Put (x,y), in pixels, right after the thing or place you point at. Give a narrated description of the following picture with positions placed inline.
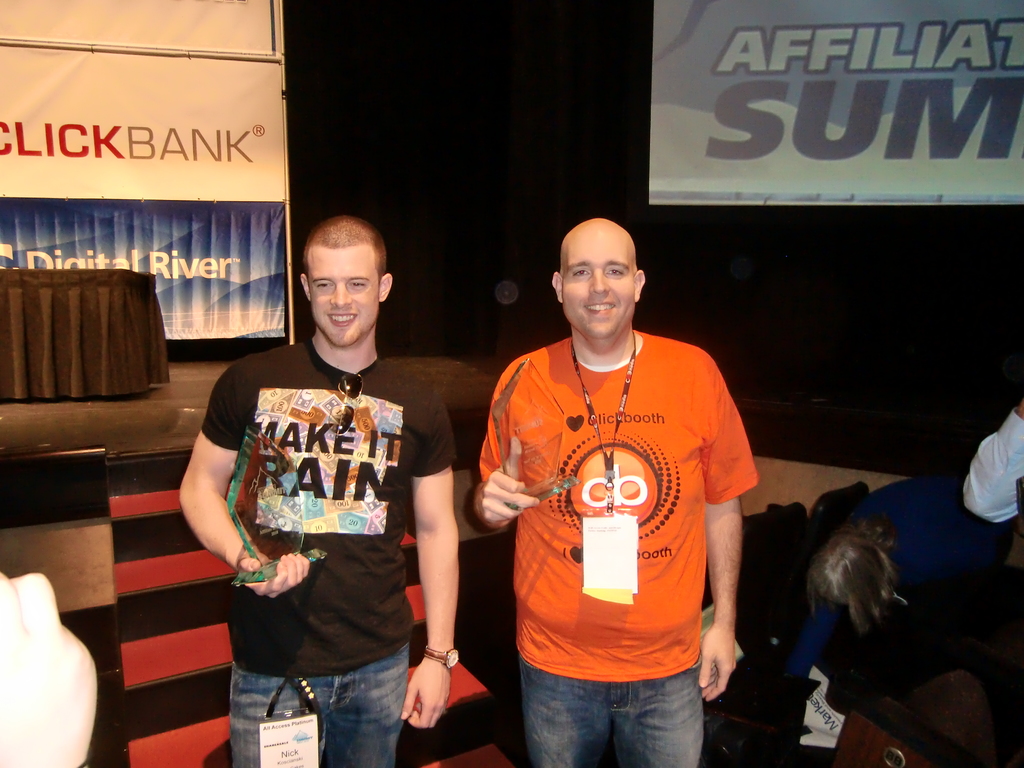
In the image we can see two men (525,588) standing, wearing clothes (549,618) and they are holding an object (293,490) in their hand (520,497) and they are smiling. The left side man (341,526) is wearing a wristwatch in hand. There are even chairs (876,728) and people (889,608) are sitting. Here we can see a stage (157,452), table (94,356) and posters (825,113).
